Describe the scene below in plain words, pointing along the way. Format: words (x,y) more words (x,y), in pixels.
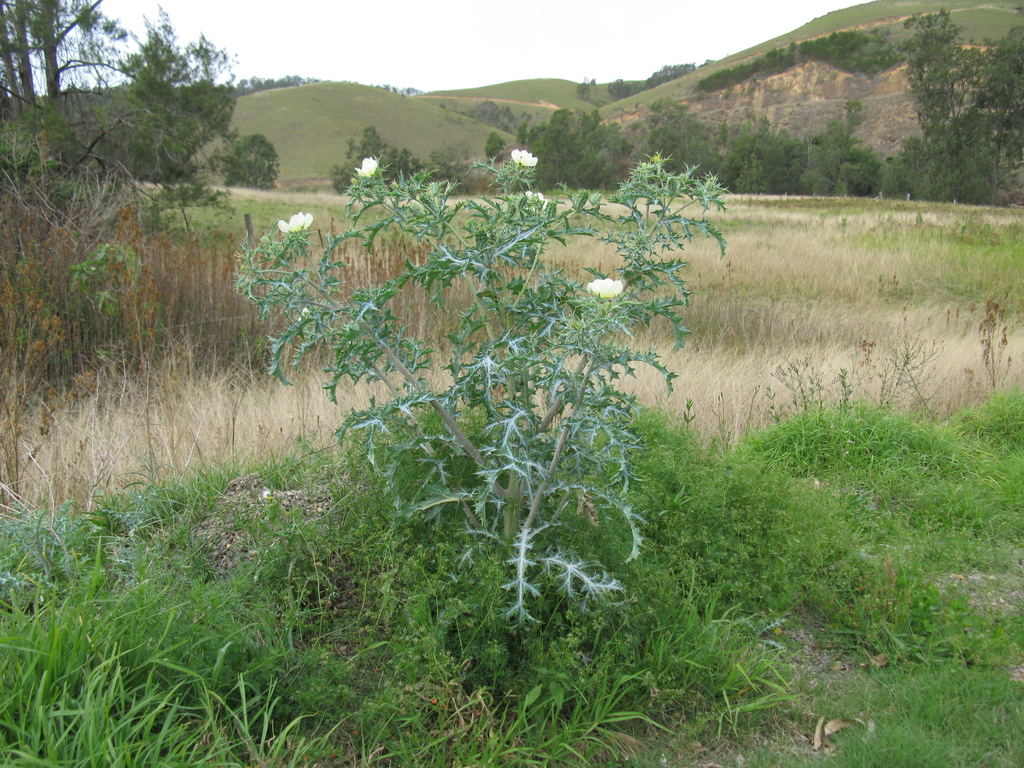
In this image we can see a plant (418,210) with flowers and grass (320,635) on the ground (257,479). In the background (207,163) we can see grass (235,428), trees (948,185), hills (280,94) and the sky (642,72).
